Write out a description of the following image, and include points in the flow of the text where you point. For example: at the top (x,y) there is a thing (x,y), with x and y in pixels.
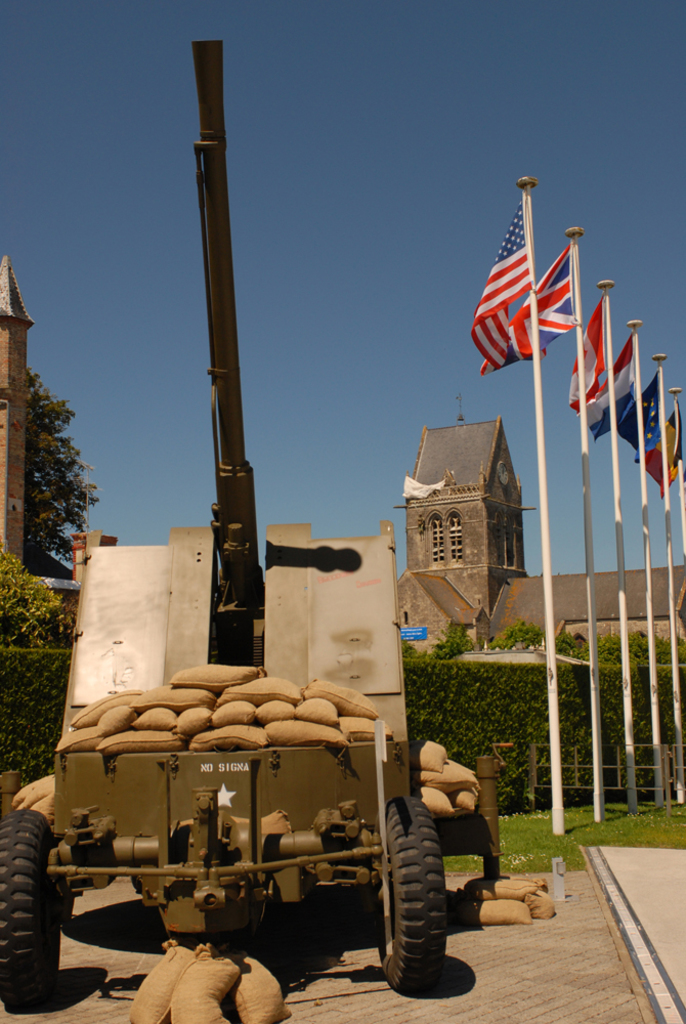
In this image there is a cannon (167,598), on that cannon (286,752) there are bags (303,729), in the background (494,726) there are plants (46,670) and houses (469,551) and a tree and the sky (400,147), on the right side (667,520) there are flagpoles (583,403), on the pavement (311,993) there are bags (212,996).
